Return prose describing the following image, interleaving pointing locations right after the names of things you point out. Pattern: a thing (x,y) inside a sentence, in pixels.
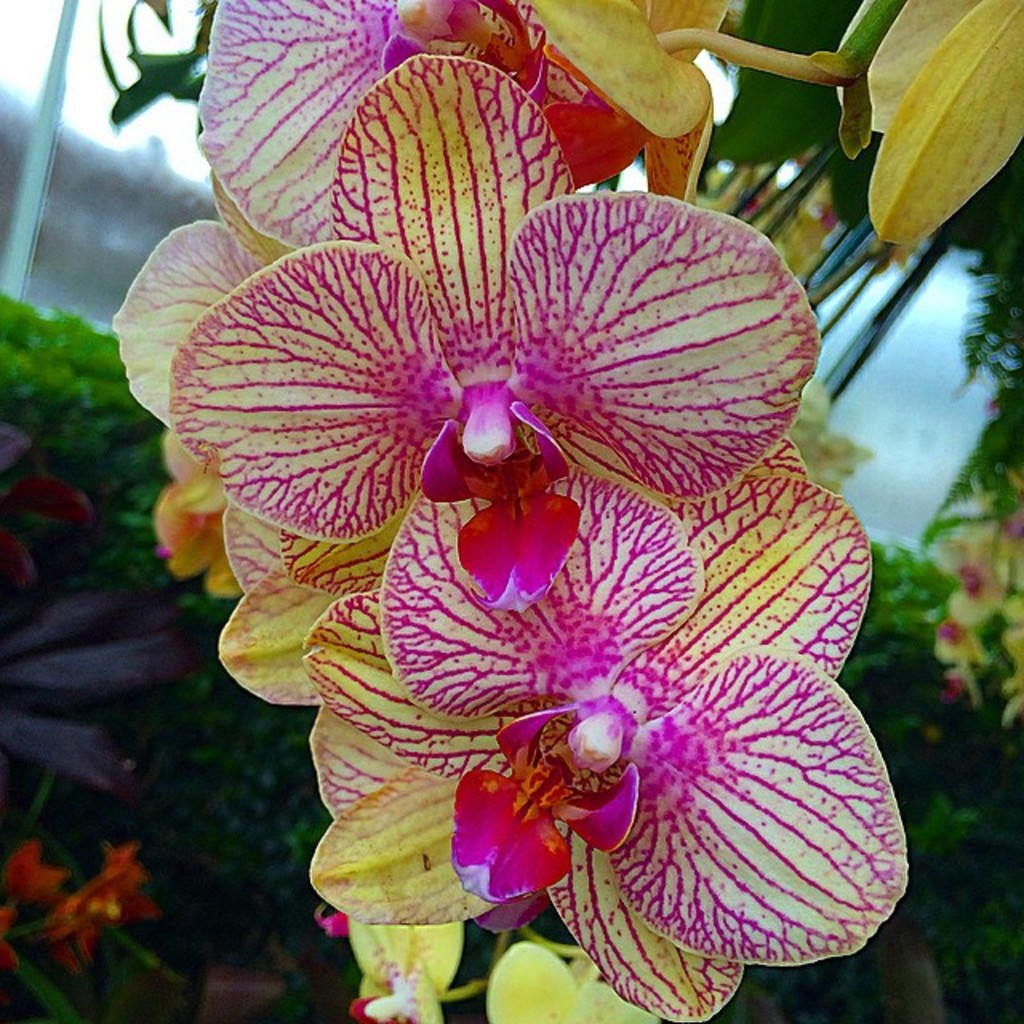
In this image, I can see the flowers (355,726), which are pink and yellow in color. In the background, I can see the plants (68,645) and bushes (105,409).
